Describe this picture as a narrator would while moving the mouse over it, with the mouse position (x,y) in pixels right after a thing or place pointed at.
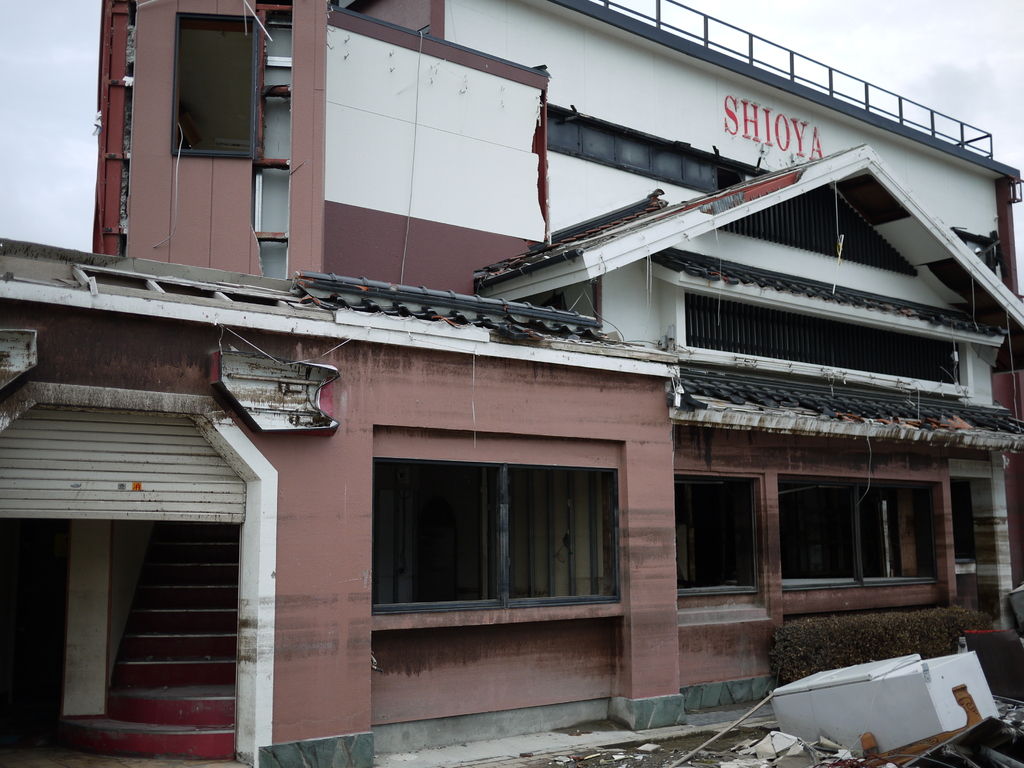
In this image we can see a building (353,568), staircase (200,641), bushes (847,633), grills (780,327), name board (800,137), sky (919,70) with clouds (926,85) and trash (869,706) on the floor (687,747).
